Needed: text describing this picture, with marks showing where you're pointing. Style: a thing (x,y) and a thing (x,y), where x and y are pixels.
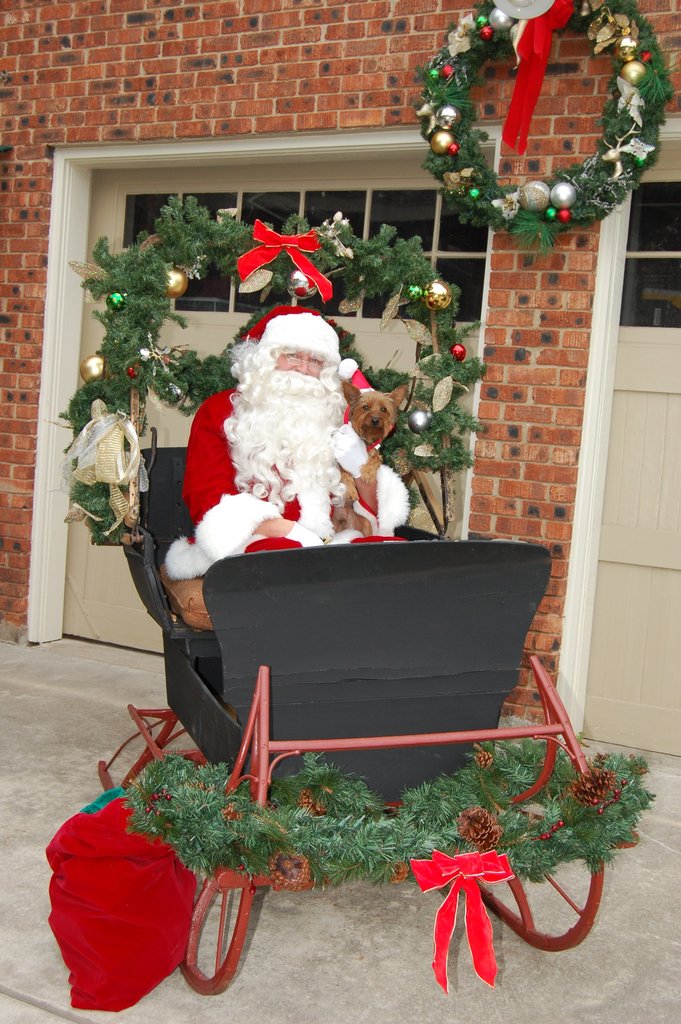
In this image we can see a santa claus (269,503) sitting in the cart (353,560) which is decorated with x-mas balls (173,288) and trees (397,827). In the background (457,197) there is a decor (526,211) placed on the wall (511,260) and we can see doors (675,339).
